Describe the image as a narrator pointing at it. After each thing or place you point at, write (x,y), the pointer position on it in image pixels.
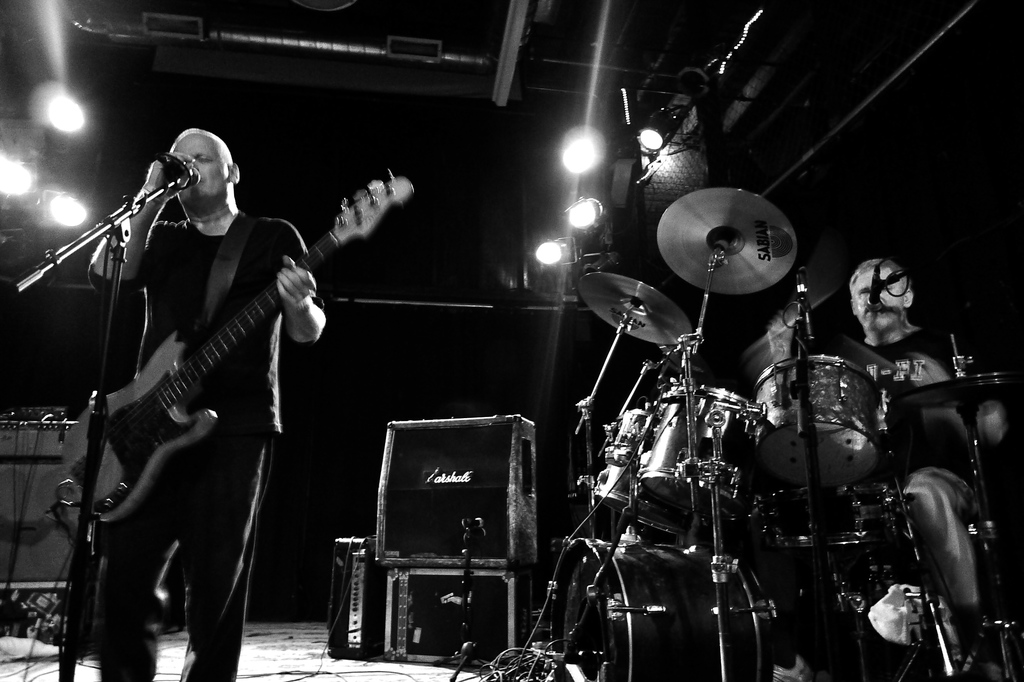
On the left side of the image (212,427) there is a man (178,523) standing and holding a guitar (181,382) in his hand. There is a mic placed before him. In the center (448,449) there are speakers (440,559). On the right (914,438) we can see a person (920,451) who is playing a drum kit (682,474). There are lights (575,171) which are attached to the rod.
